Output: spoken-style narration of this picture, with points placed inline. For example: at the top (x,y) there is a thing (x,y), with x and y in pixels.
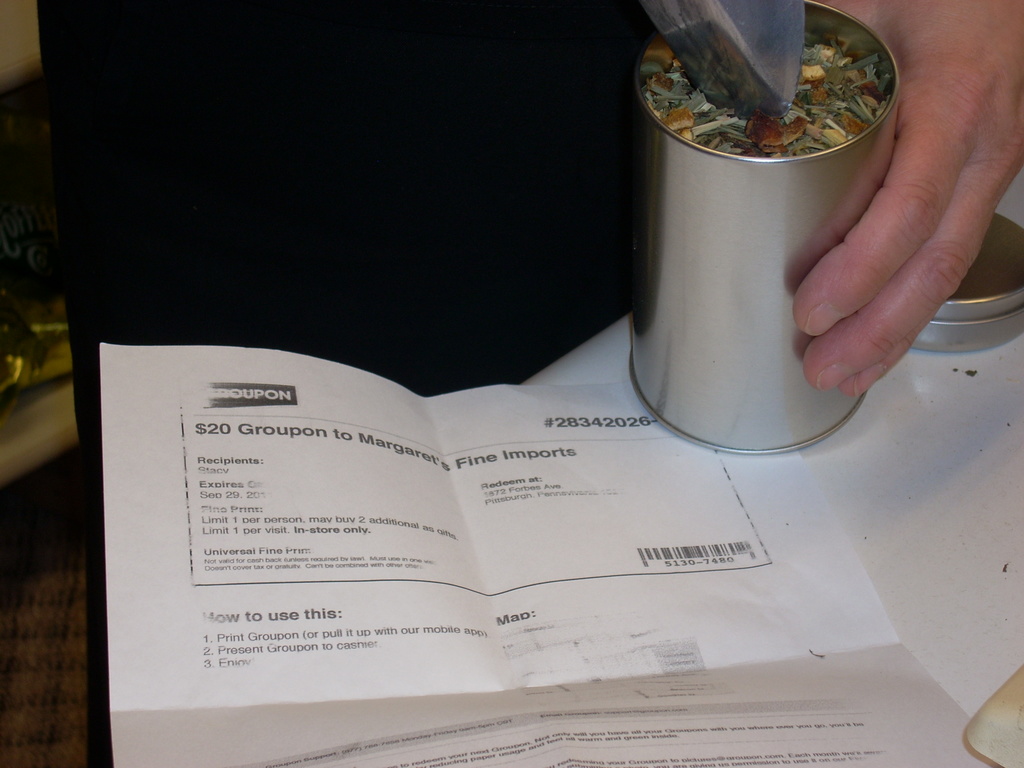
As we can see in the image there is a person (279,106) and table (902,571). On table (909,630) there is a tin (719,275) and paper (340,561).
